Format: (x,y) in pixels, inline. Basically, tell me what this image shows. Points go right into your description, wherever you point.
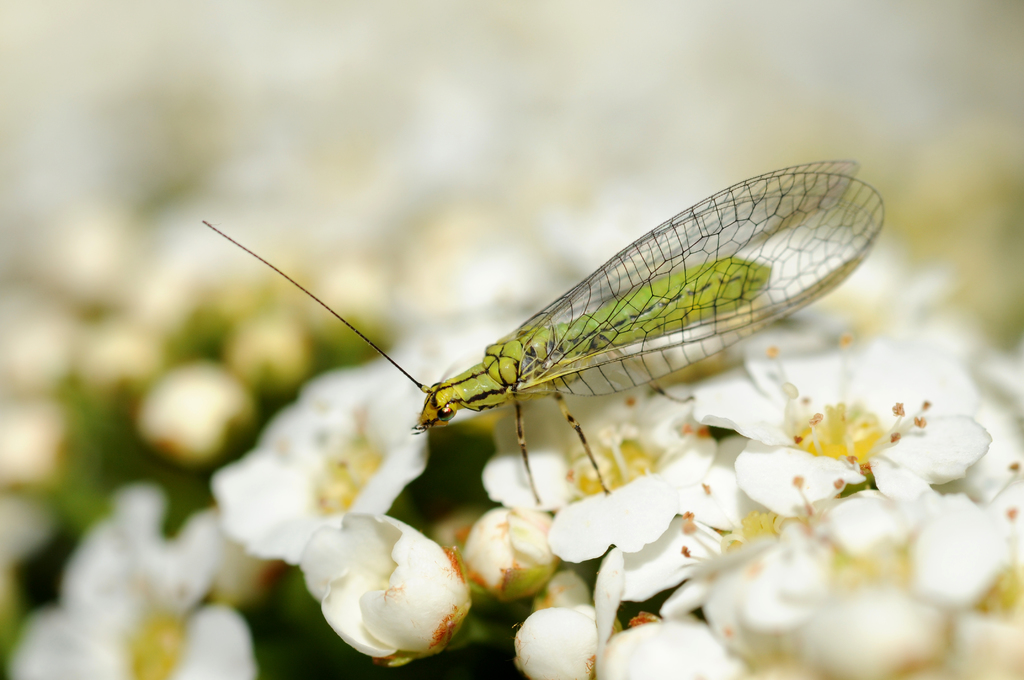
In this image there is an insect (751,308) on the flowers (537,625).
